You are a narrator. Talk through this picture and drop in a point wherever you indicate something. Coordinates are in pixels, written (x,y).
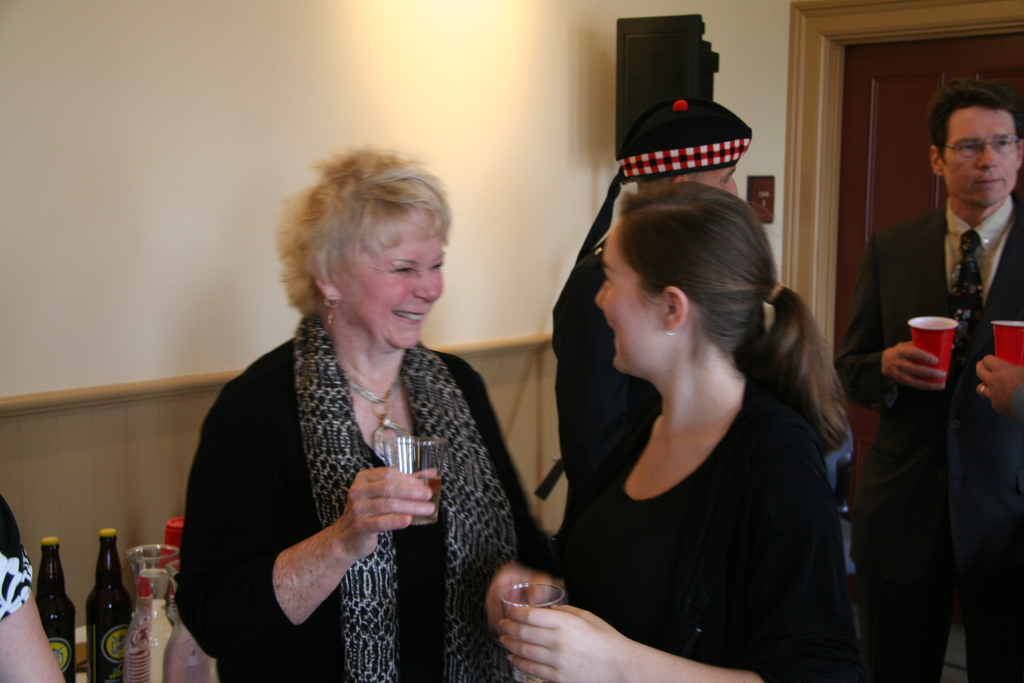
In this image, we can see people (793,430) standing and holding glasses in their hands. In the background (155,625), there are bottles (113,590) and glasses (145,577) and we can see a box (636,56), which is placed on the wall (439,107) and there is a door (866,126).
